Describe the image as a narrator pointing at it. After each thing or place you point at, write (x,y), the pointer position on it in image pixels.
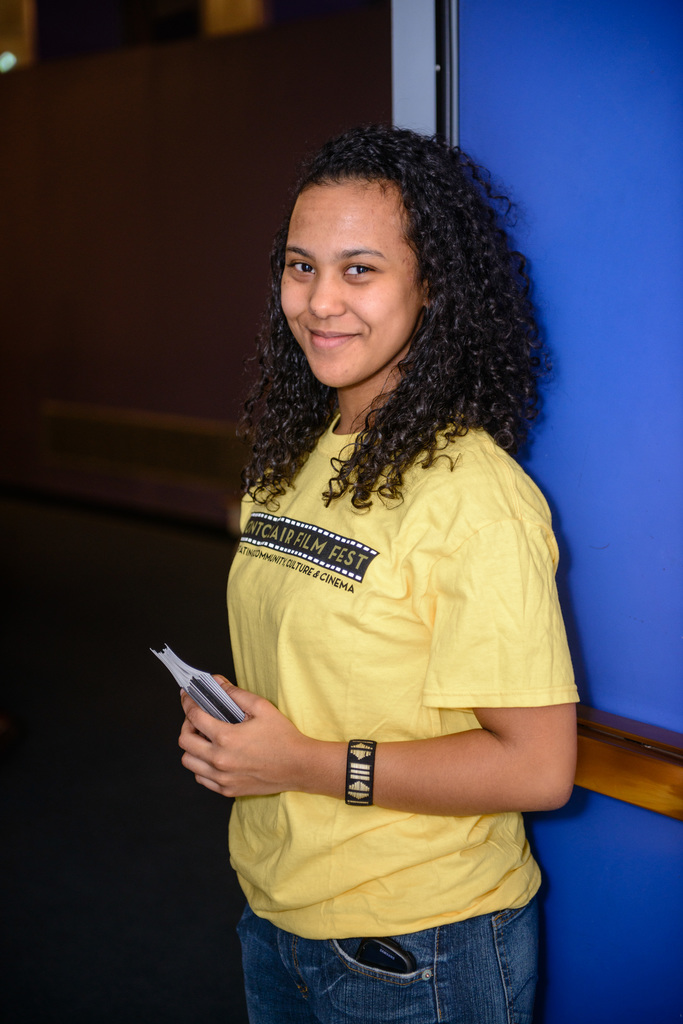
This picture might be taken inside the room (176,621). In this image, in the middle (417,625), we can see a woman (417,625) standing and she is also holding something in her hand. In the background (632,225), we can see blue color and red color.
